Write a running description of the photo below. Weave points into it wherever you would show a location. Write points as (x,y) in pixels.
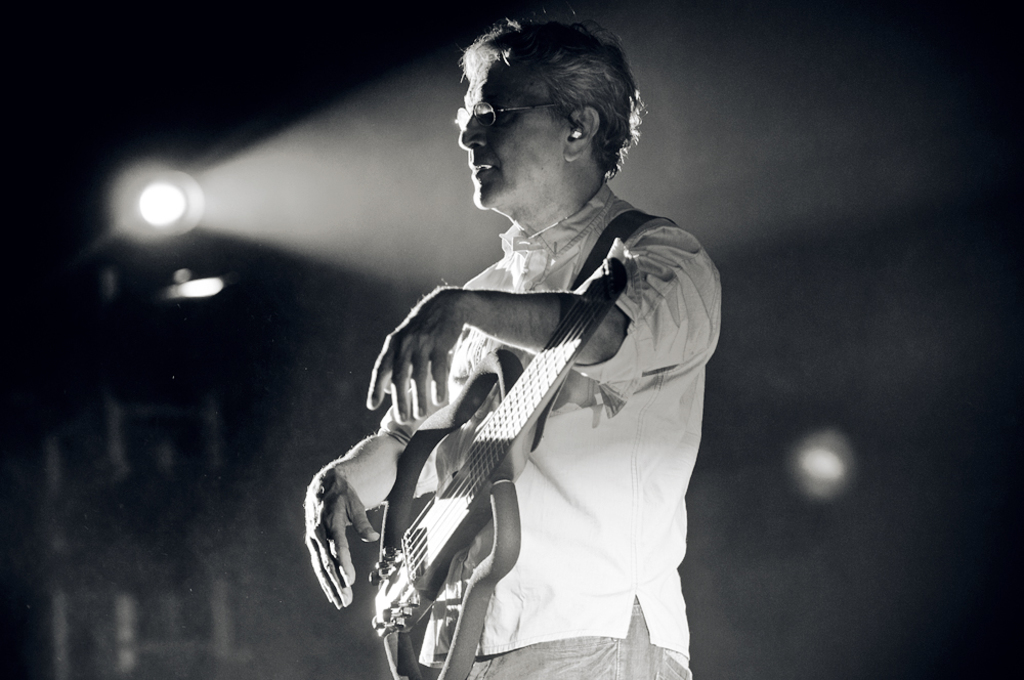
In this picture we can see a man (678,368) who is holding a guitar (460,491). He has spectacles (499,108). And in the background (176,204) there is a light (167,209).
